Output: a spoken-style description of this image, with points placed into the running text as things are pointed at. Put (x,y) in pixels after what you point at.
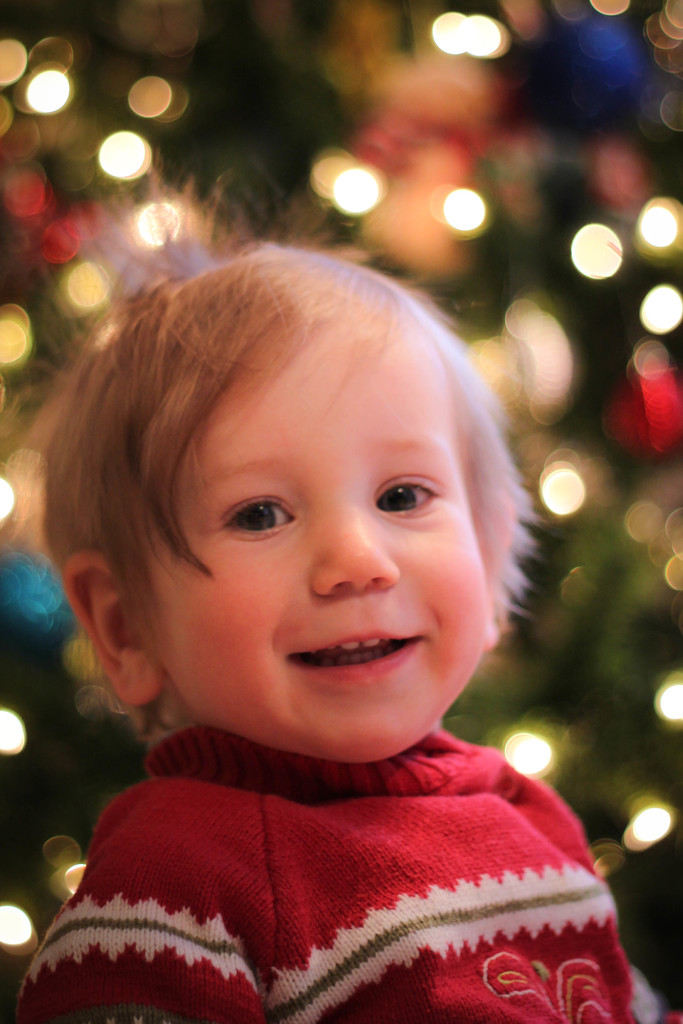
In the picture we can see face (268,670) of a kid (278,719) who is wearing red color dress (301,921) and in the background (254,178) image is blur.
